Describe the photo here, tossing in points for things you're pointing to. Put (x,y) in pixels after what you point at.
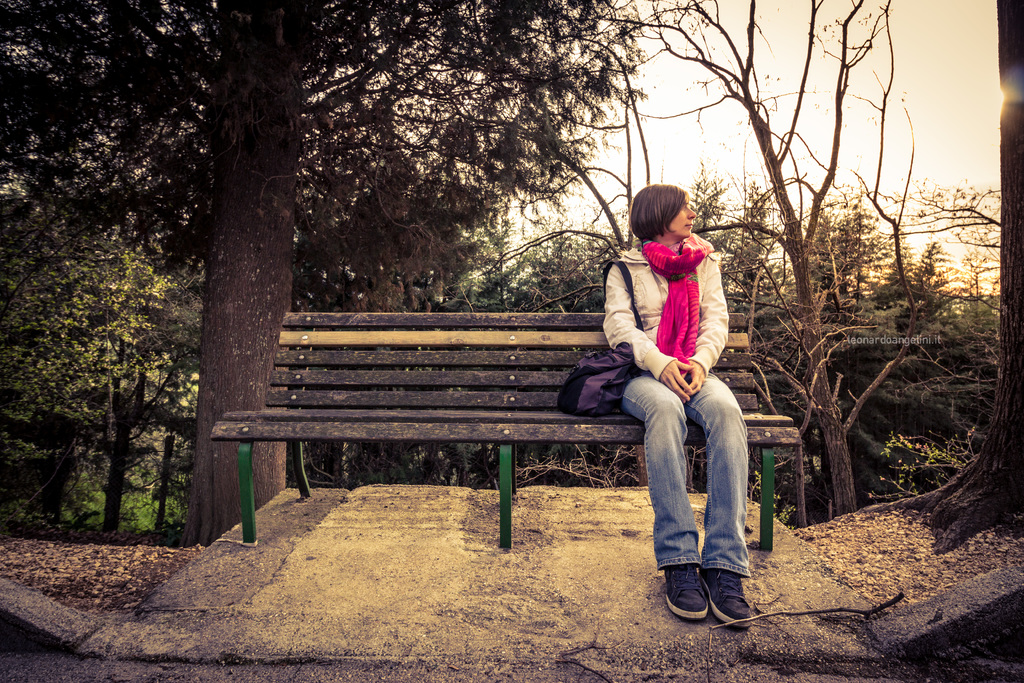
This image consists of a bench (489,395) on which a person (710,382) is sitting. She is hanging a bag (609,388) to her shoulder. She is wearing a scarf (690,298), there are trees (619,229) in the back side (508,256).
